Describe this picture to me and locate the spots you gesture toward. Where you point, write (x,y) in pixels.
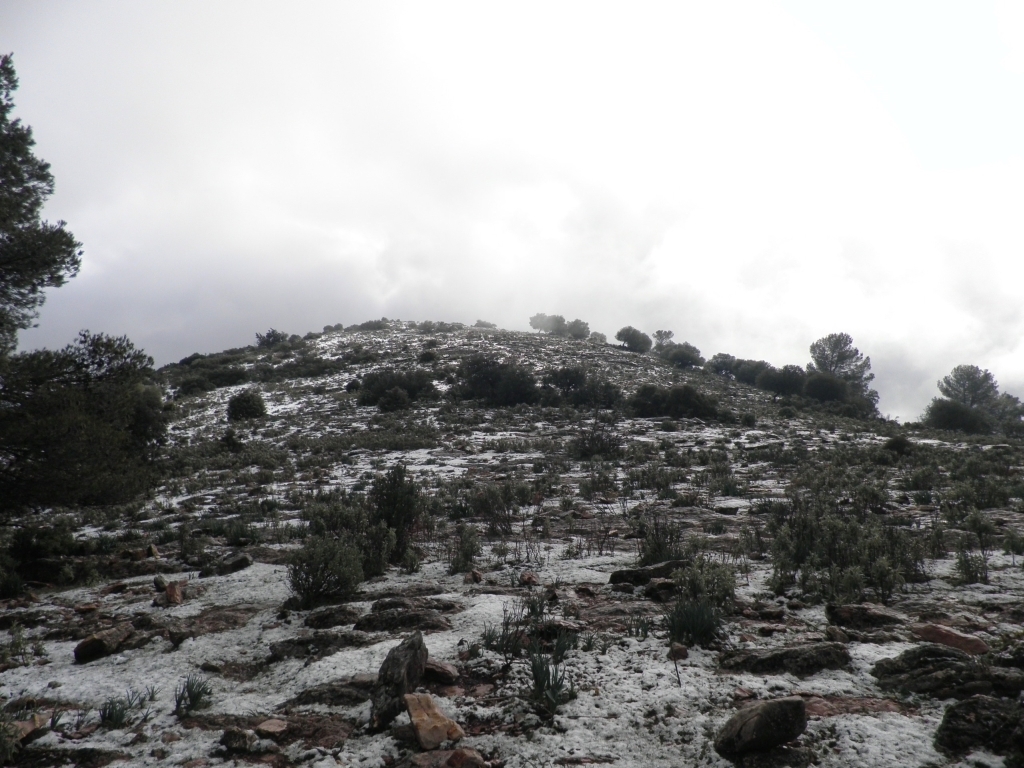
In this image we can see group of plants (925,532) and trees (748,380) on a hill (568,359). In the foreground (532,721) we can see some rocks (354,699). In the background (711,224) we can see the cloudy sky (598,205).
